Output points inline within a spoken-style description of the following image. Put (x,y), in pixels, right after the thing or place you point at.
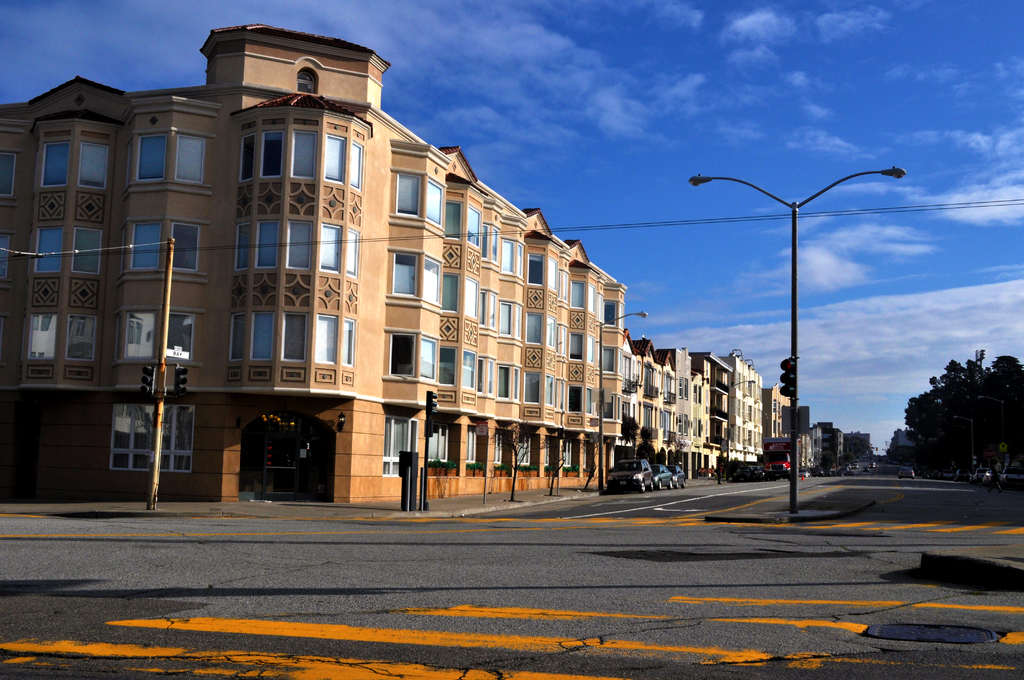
This is a picture taken in the city. In the foreground (42,643) it is road (42,643). In the center of the picture (442,307) there are buildings (201,380), signal light (148,391), street lights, cars (975,470) and trees (970,450). Sky (572,131) is cloudy and it is sunny.
